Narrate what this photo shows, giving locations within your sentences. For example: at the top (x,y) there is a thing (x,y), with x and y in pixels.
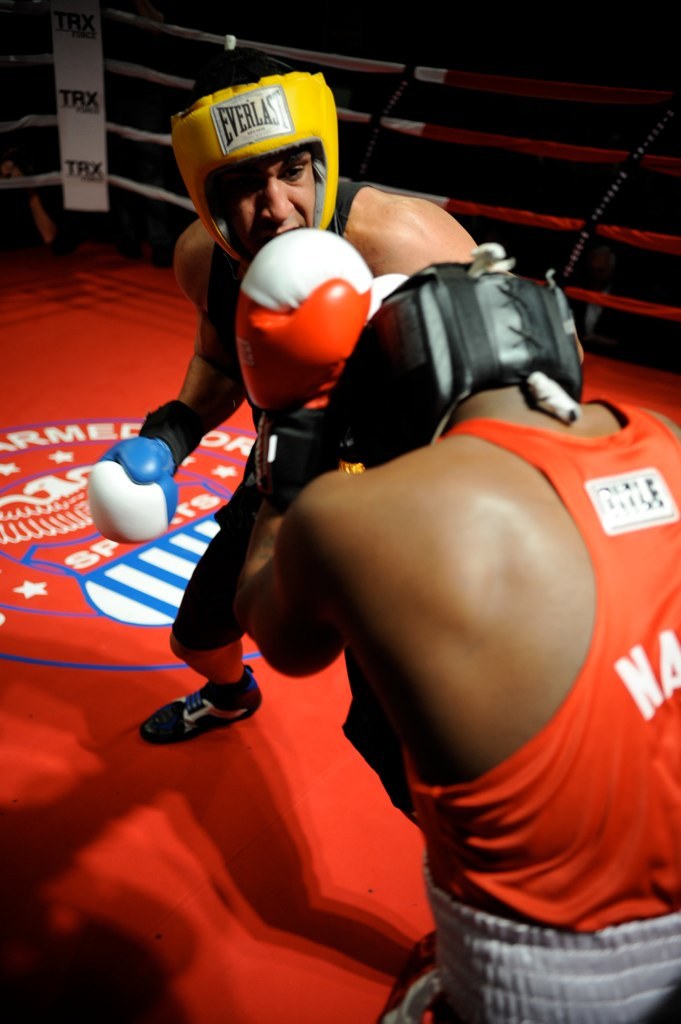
In this picture I can see 2 men (417,288) standing in front (537,799) and I see that they wear tank tops (467,869) and shorts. I can also see that they're wearing helmets (446,419) and gloves (308,340) and I see that, they're in the boxing ring (251,447). I see that it is dark in the background (352,77).
